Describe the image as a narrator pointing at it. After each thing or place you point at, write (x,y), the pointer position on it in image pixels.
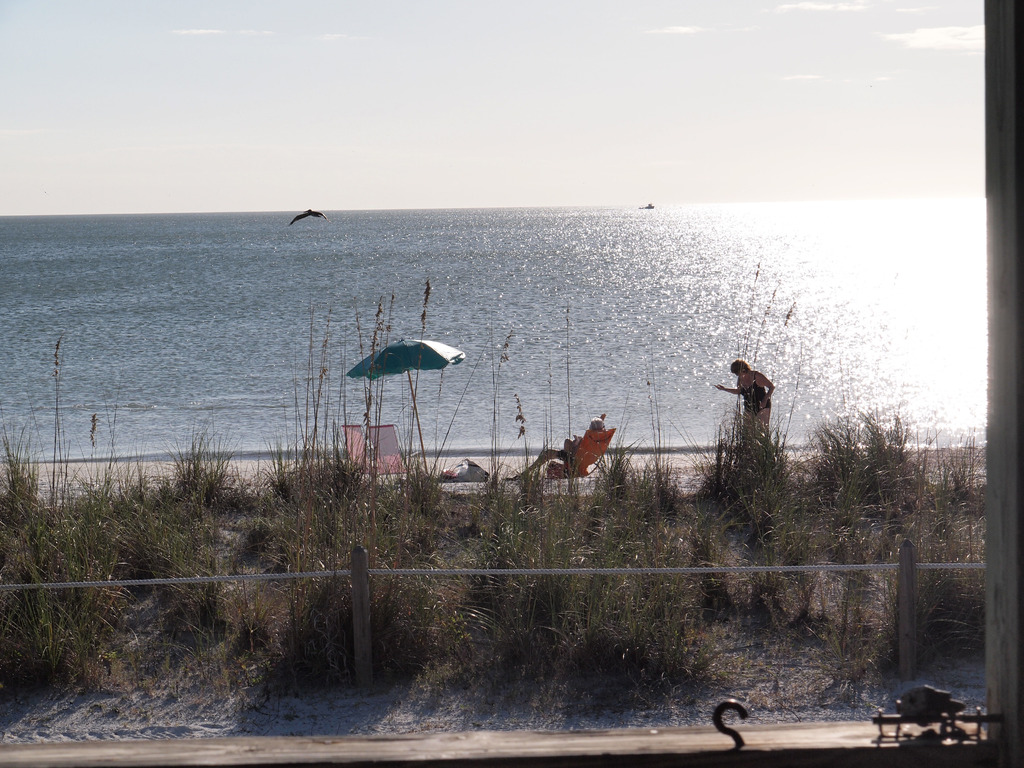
In this image, there are a few people (564,460). We can see the ground (466,484) with some objects (464,471) and an umbrella (417,351). We can also see some grass (515,554) and plants (621,520). We can see some water (397,313) and a bird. We can see the sky (715,155) with clouds (920,32). We can also see some objects (702,744) at the bottom (920,711). We can also see an object (1004,633) on the right (1019,609). We can also see some poles (366,652) with ropes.
